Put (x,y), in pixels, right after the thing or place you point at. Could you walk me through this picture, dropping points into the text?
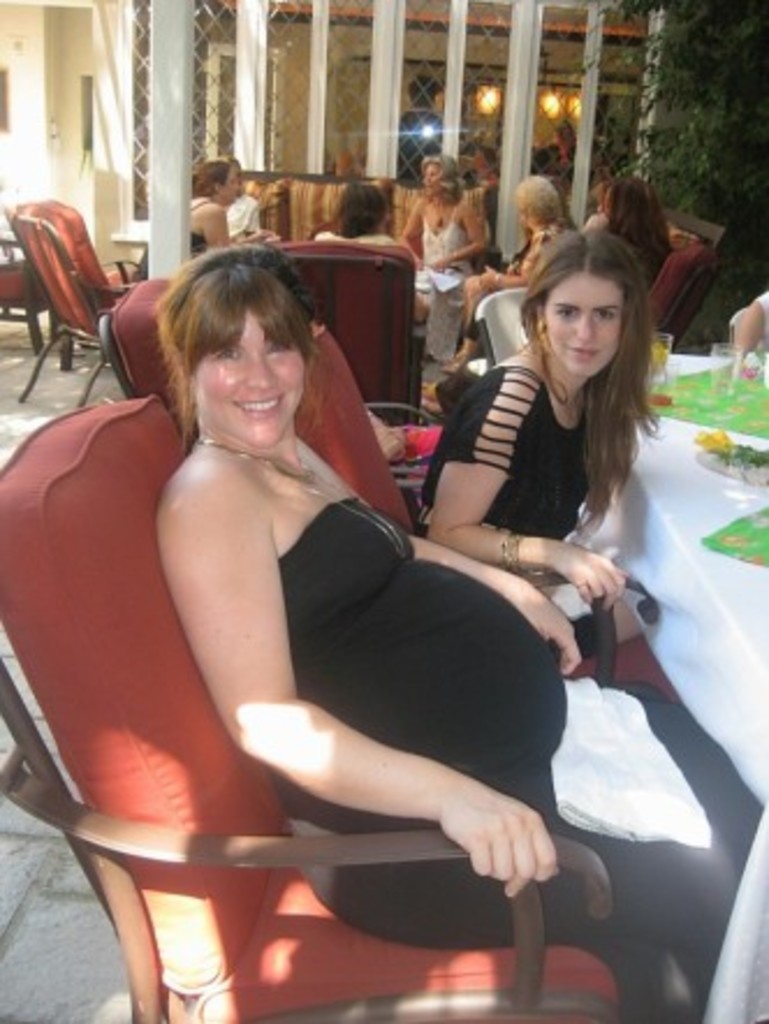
As we can see in the image there is a wall (64,107), tree (685,74), few people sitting on chairs (394,834) and there is a table (713,509) over here. On table (709,441) there is a cloth (727,409) and glass (716,369).
